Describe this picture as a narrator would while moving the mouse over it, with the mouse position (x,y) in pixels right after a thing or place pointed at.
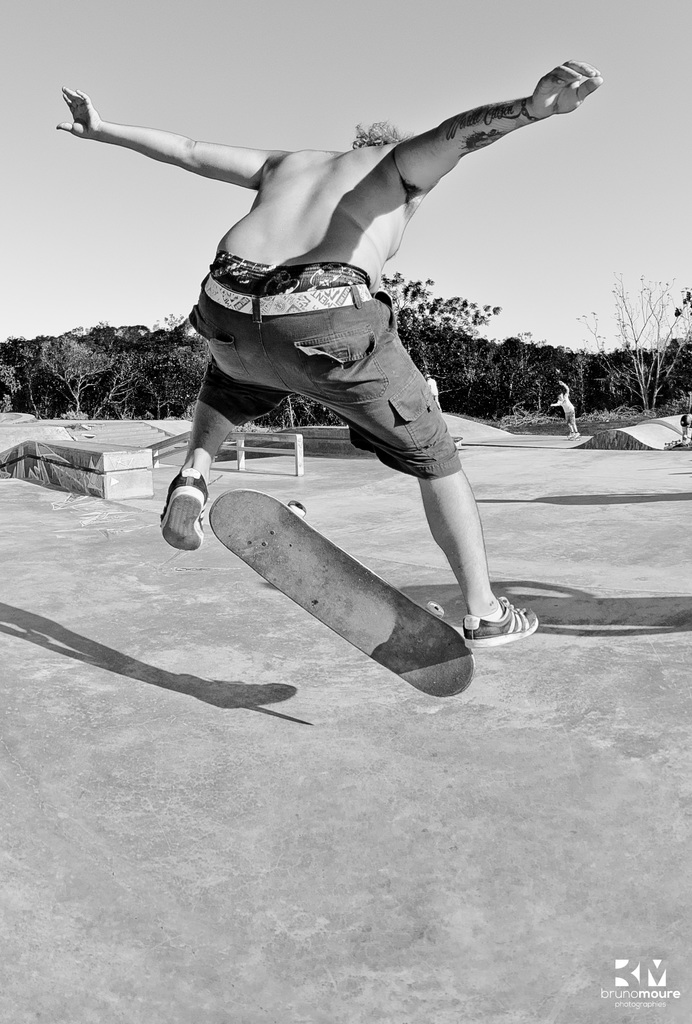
It looks like a black and white picture. We can see a man (231,308) is jumping with the skateboard (307,591) on the path (314,628) and in front of the man (328,383) there are trees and sky (602,211). On the image there is a watermark (640,983).
